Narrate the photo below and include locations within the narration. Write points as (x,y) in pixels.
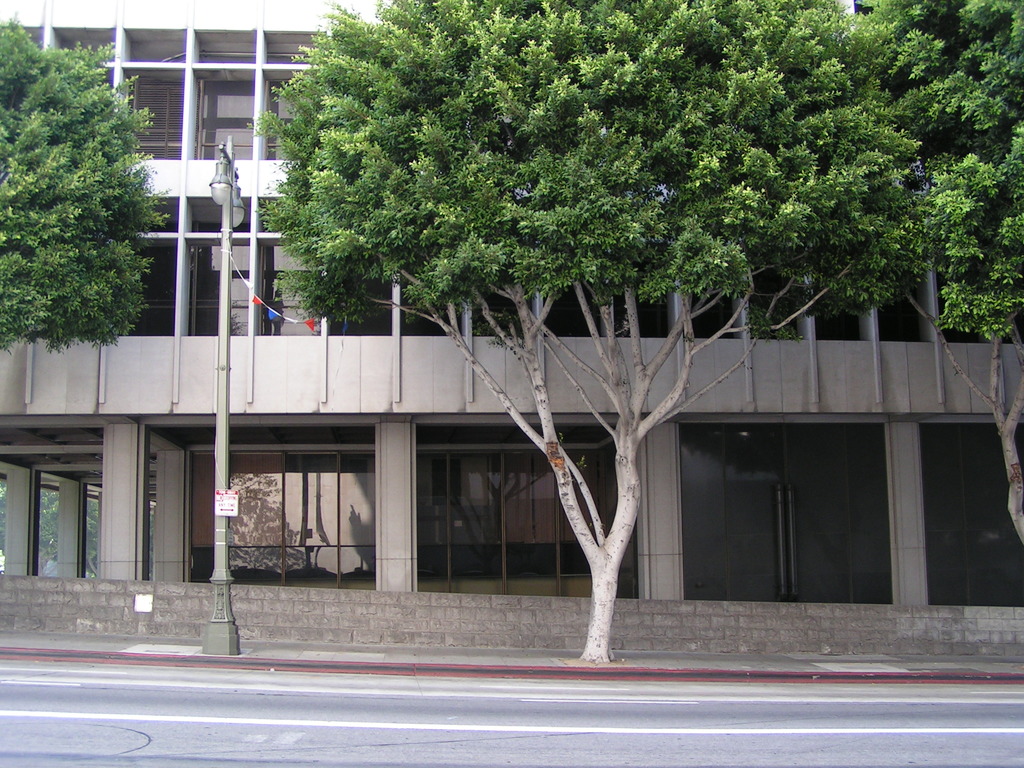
In the center of the image (472,390) we can see a building (426,441), door (816,513), windows (347,511), glass (360,537), wall (358,366), electric light pole (228,157), trees (675,214), board (221,513) are present. At the bottom of the image (395,710) road (409,703) is there.
